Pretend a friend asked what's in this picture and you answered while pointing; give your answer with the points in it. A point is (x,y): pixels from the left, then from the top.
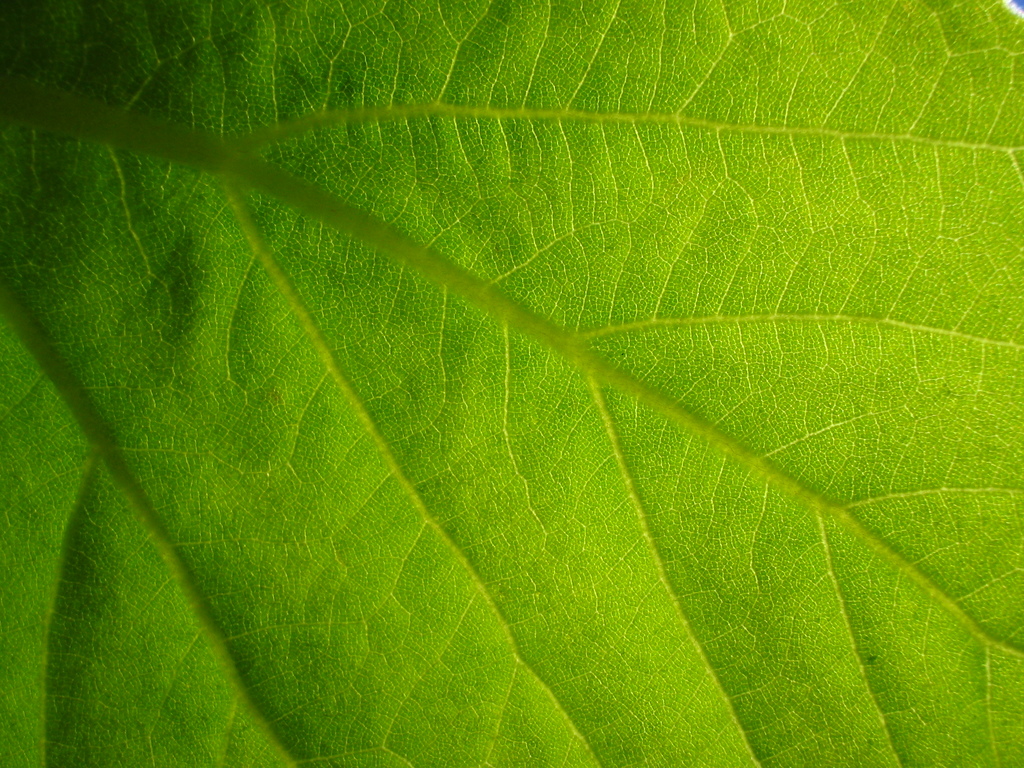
In this picture I can see a leaf (240,716) which is of green in color.
